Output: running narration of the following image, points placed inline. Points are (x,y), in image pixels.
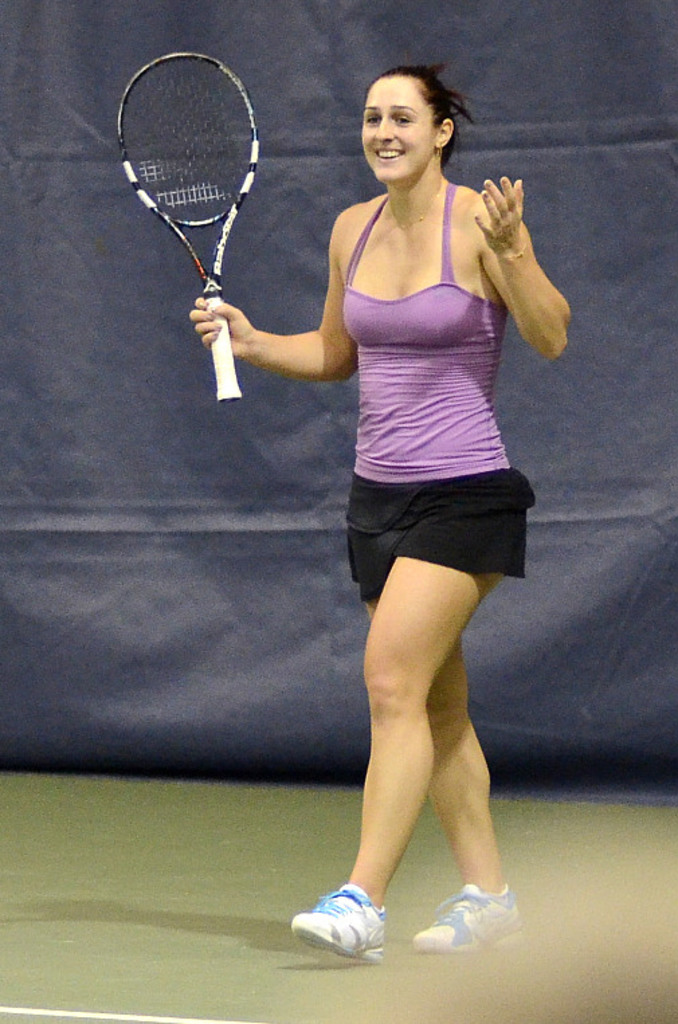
In the image we can see there is a woman (391,611) who is standing and holding tennis racket (198,119) in her hand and at the back (485,115) there is ash colour cloth (248,569).
